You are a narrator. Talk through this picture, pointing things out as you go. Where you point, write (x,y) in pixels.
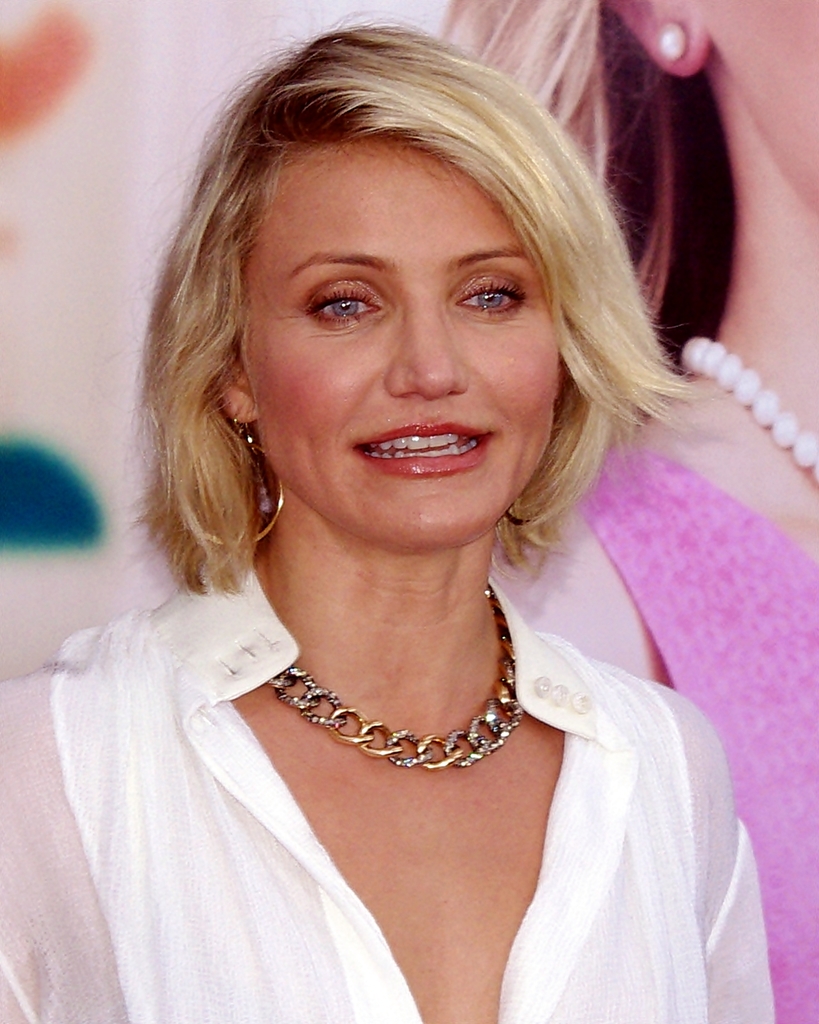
In this image I can see two women's (718,697). The background (118,40) is white in color. This image is taken may be in a hall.
